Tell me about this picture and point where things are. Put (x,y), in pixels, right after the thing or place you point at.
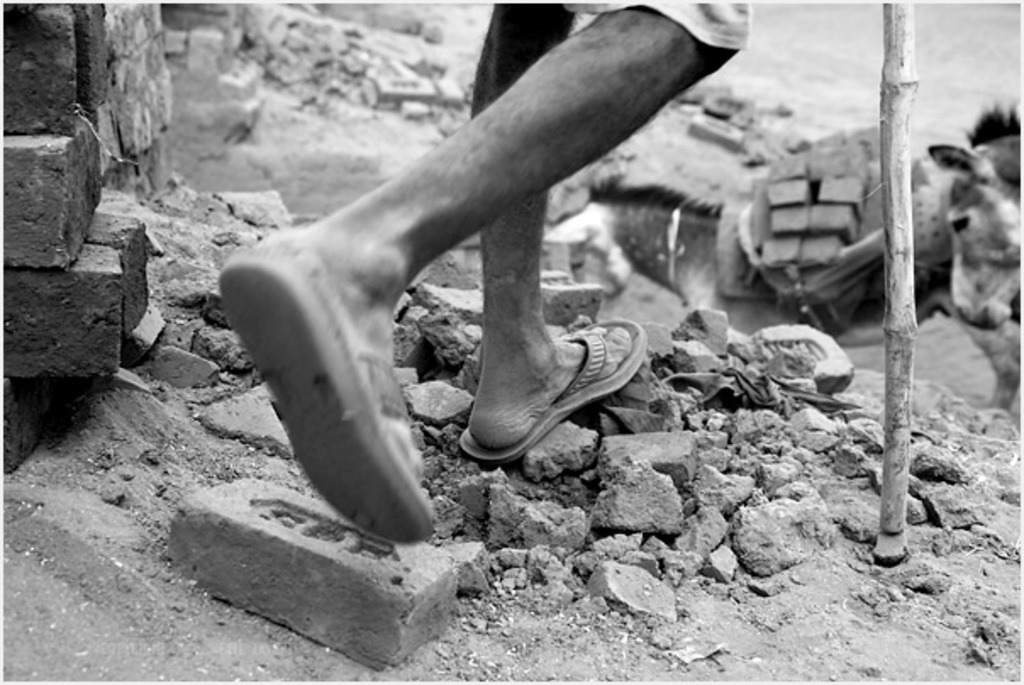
In the foreground of this black and white image, there is a man (537,324) walking on the brick pieces (650,427). On the right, there is a stick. On the left (120,224), there are bricks (95,167). In the background (975,237), there is a donkey (984,238) on the right (990,271) and also a donkey (673,262) having load of bricks (837,201) on its back (793,214).
